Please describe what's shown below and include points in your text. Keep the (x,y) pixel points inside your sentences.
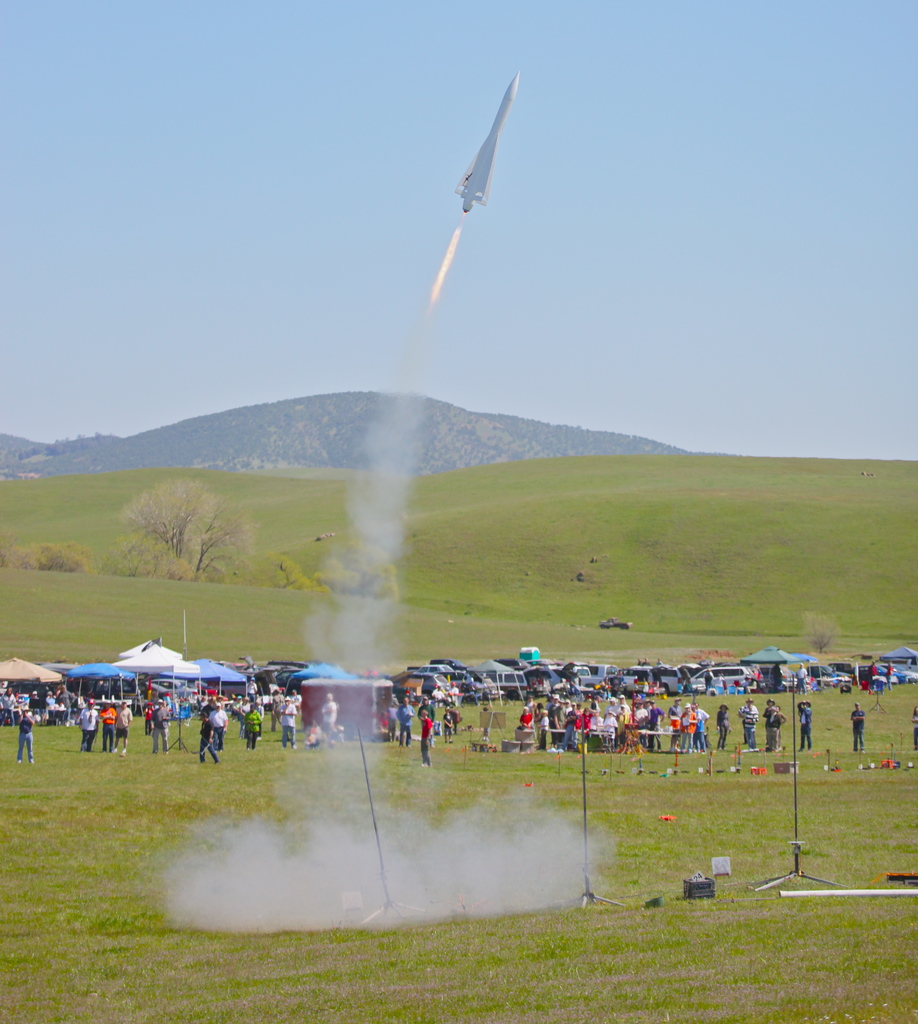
This is an outside view. I can see the grass (303,959) on the ground (8,801). Here I can see a crowd of people (203,739) standing on the ground (193,748) and also so there are many vehicles (402,692). In the background (491,480) there is a hill (643,480). At the top of the image (487,140) there is a rocket (475,163) flying in the air (524,179) and also I can see the sky (163,163).
